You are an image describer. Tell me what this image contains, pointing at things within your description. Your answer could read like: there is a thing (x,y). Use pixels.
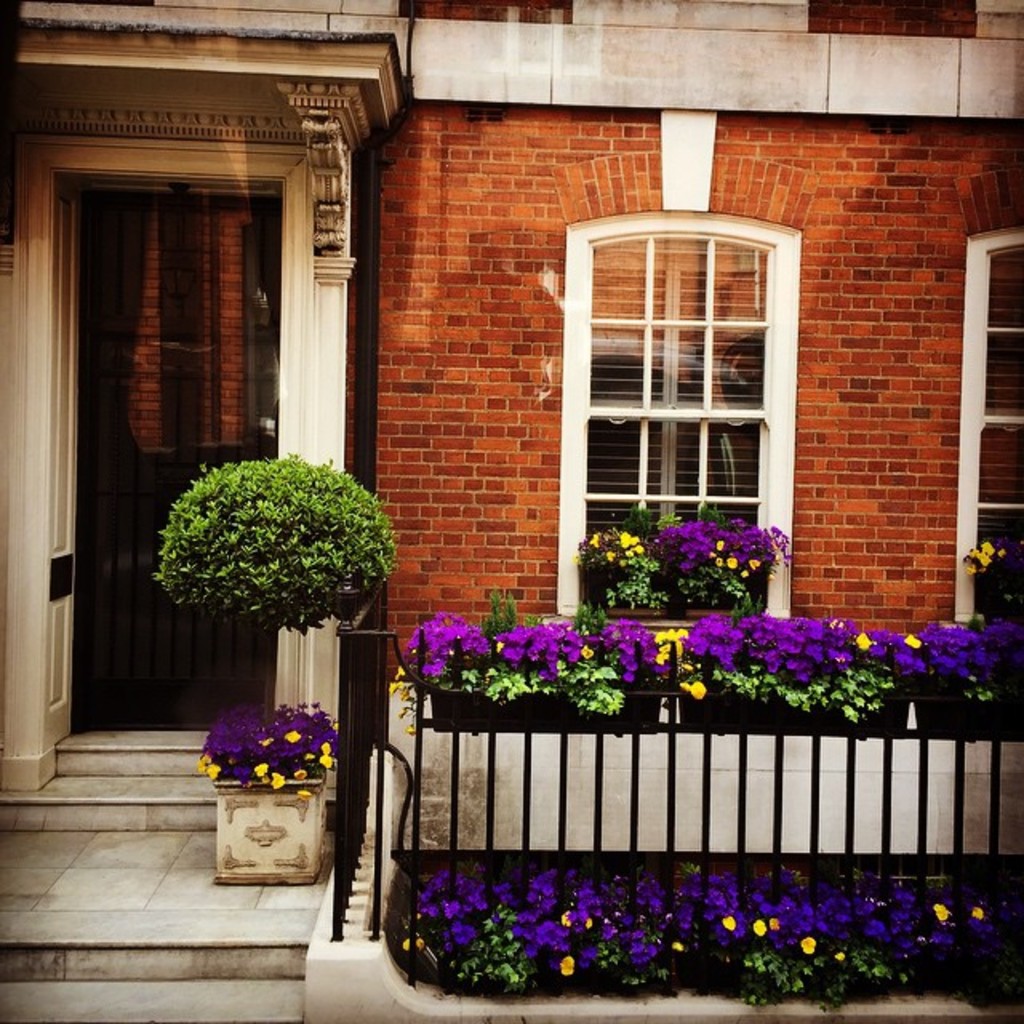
In this image we can see a building (604,441) with windows (572,516) and the railing (527,803). We can also see some plants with flowers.
